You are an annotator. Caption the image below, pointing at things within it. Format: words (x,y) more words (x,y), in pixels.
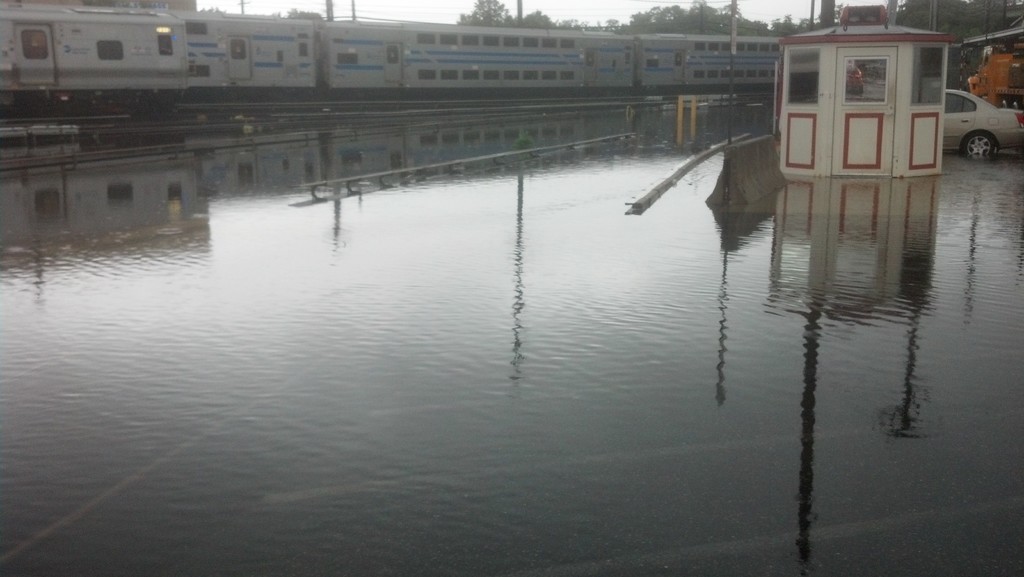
At the bottom of the image (305,419) there is water (494,220). And also there is a room (920,76) with walls (837,93) and windows (938,86). Behind that there is a car (973,98). And also there are poles (726,164) and dividers (747,181). And in the background (290,30) there are trains (496,76) on the tracks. Behind the trains (448,49) there are trees (965,10).
